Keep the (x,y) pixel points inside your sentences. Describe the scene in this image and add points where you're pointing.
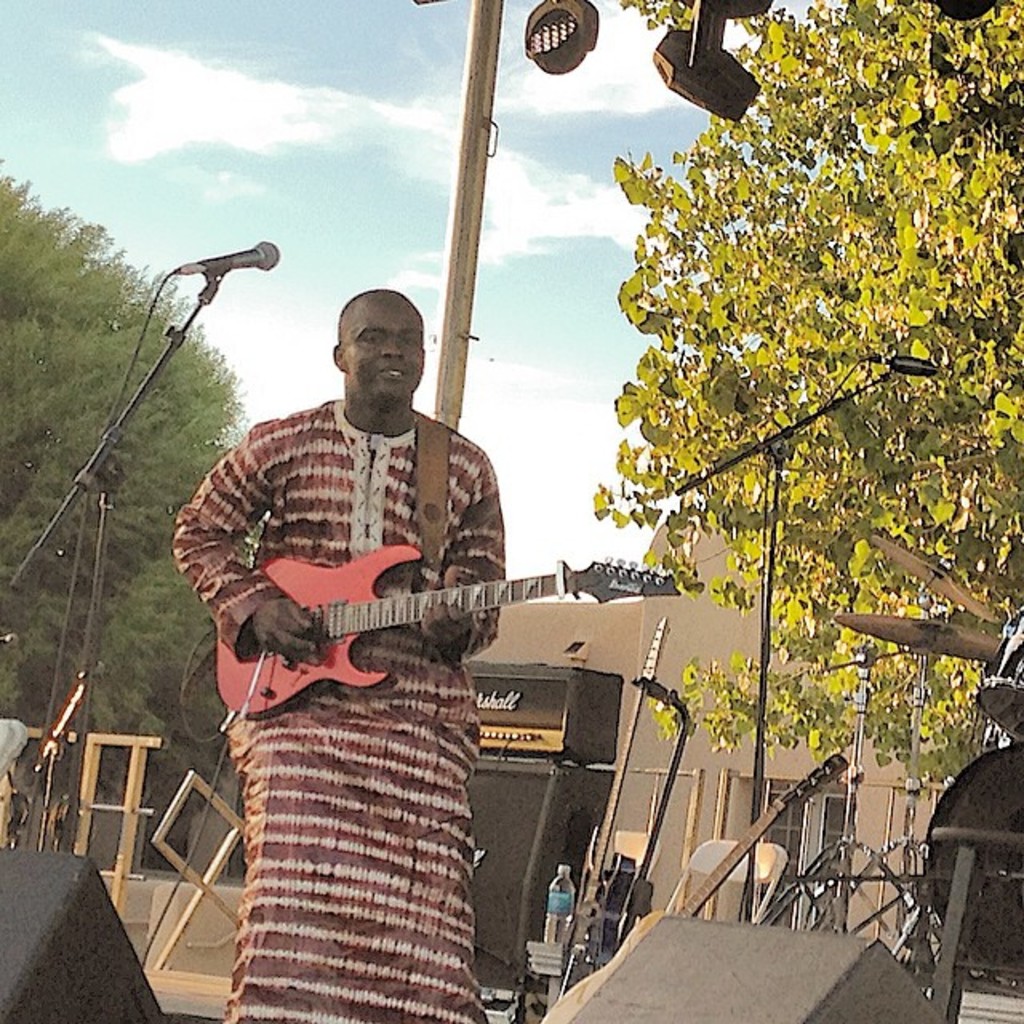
In this image I can see a man (297,610) holding a guitar (342,612). There is a mic (231,267). At the background (857,273) there is a building (714,633) and tree (666,283).
